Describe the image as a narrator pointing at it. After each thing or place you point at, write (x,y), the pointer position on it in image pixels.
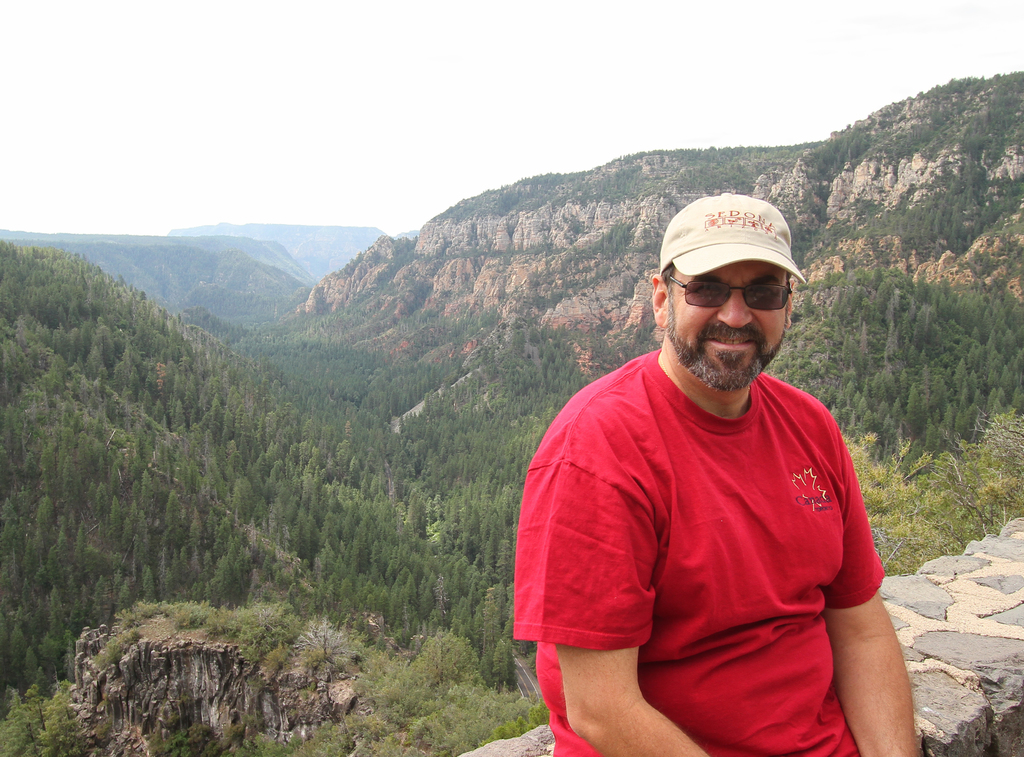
In this image we can see a man (680,492) is sitting on the wall (550,733). He is wearing a red color T-shirt (701,552), goggles (709,290) and cap (711,228). There are trees (294,435) on the mountains (665,216) in the background of the image (173,351). The sky (106,165) is in white color.
